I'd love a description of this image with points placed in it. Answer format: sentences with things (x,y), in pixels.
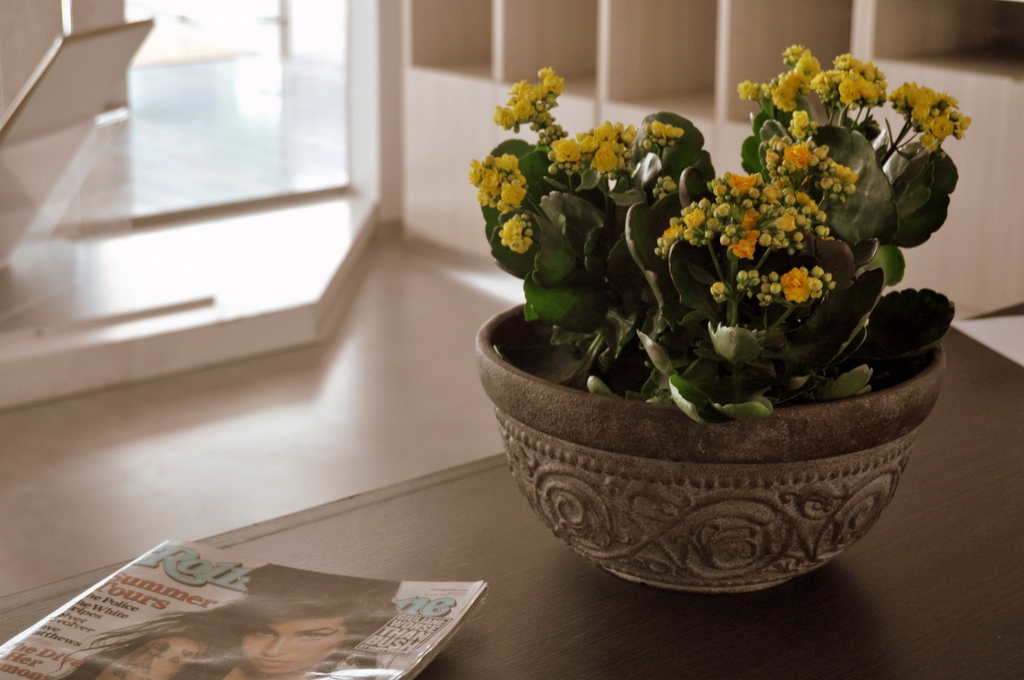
In this image, I can see a flower pot (534,396) with a plant (611,360). These are the tiny flowers (509,227), which are yellow in color. This looks like a magazine (295,618). I can see a flower pot (637,550) and a magazine (370,630) are placed on a wooden board (528,535). I think this is the floor (288,426). In the background (409,128), these look like the racks (408,57).
